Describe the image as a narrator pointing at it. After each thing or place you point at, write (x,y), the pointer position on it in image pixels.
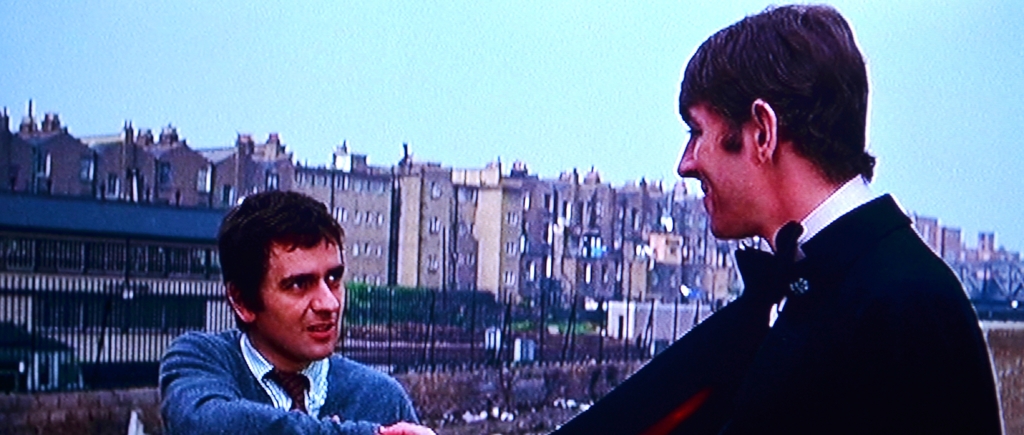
In this image we can see two persons (926,282) talking to each other and behind them, we can see buildings (55,138), trees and sky (519,80).
